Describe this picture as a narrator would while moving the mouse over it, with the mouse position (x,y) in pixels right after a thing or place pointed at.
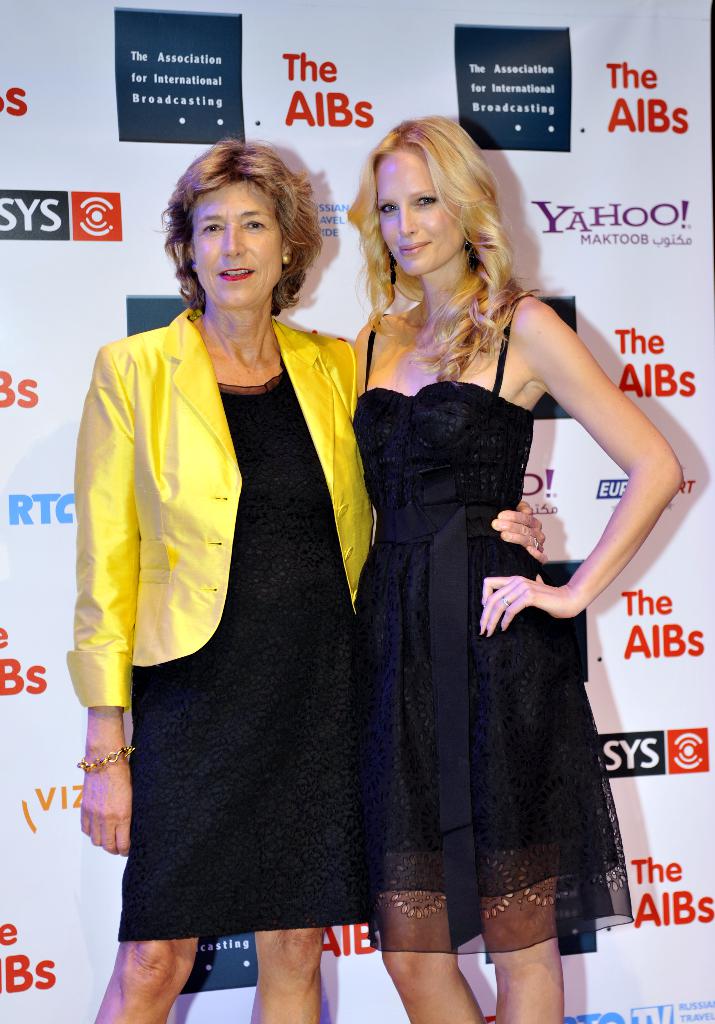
In this image I can see a woman (293,699) wearing black and yellow colored dress (240,610) and another woman (490,528) wearing black color dress (445,659) are standing. In the background (308,288) I can see a huge banner (397,98) which is white in color.
